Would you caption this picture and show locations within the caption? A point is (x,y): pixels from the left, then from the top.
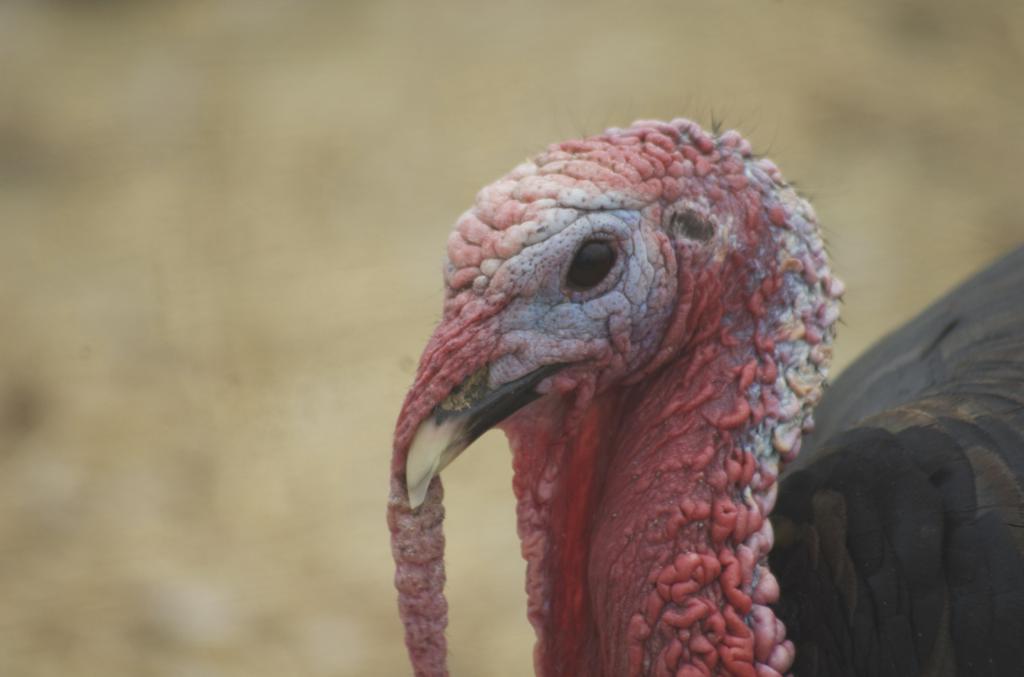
In this image I can see a bird (740,493) which is black, brown, red and white in color. In the background (259,297) I can see a cream colored blurred picture (282,256).
